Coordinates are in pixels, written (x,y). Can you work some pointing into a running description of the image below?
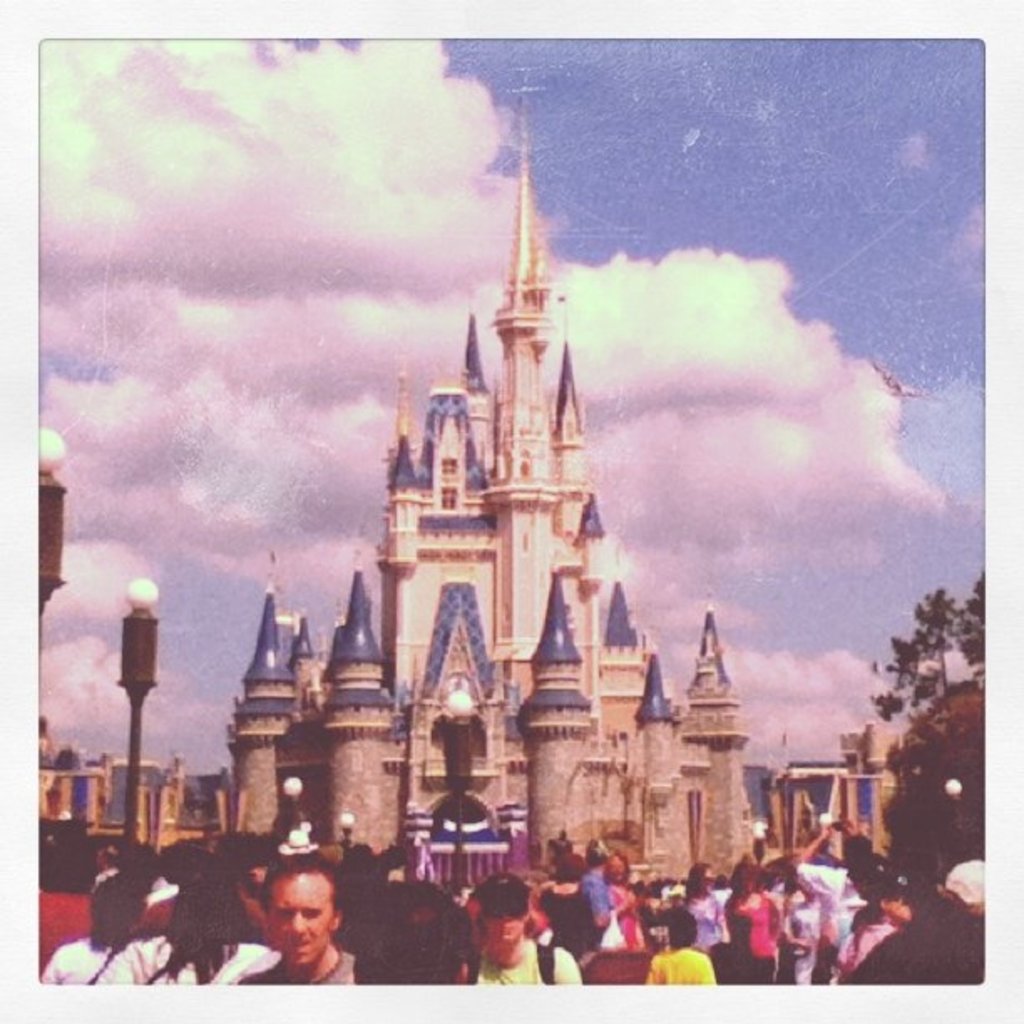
In this image in the center (570,675) there is a castle (483,631), and at the bottom (959,876) there are some people (971,872) and on the right side (931,679) there is a tree (919,639). And on the left side (59,535) there are some poles (59,535) and lights (142,629) at the top of the image (669,158) there is sky (919,284).
